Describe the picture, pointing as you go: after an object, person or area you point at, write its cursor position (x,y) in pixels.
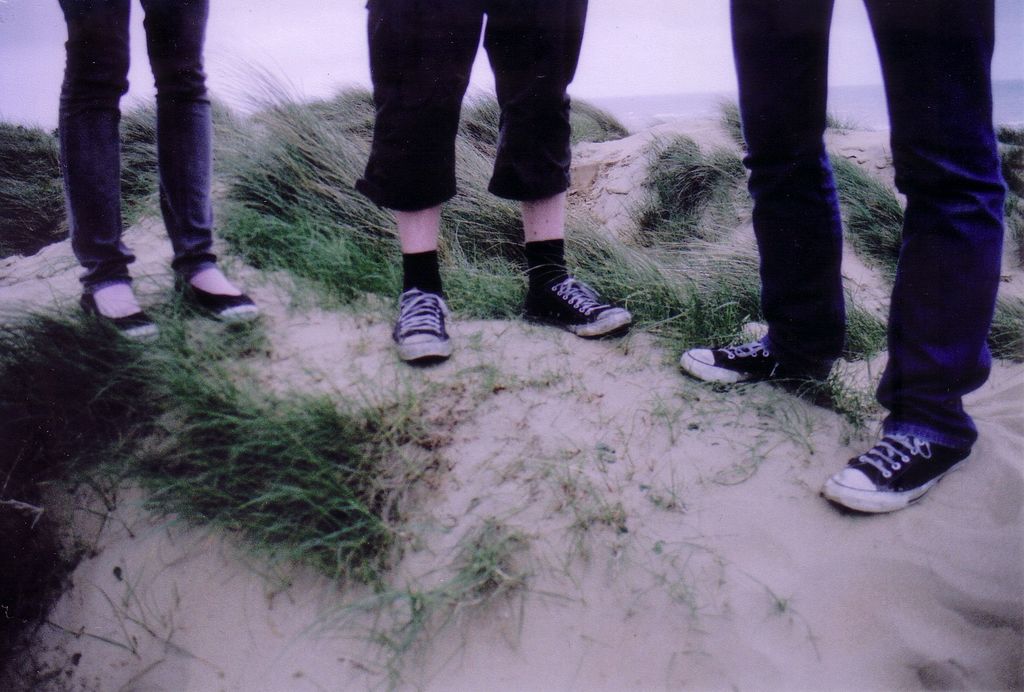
This image is taken outdoors. At the bottom of the image (578,511) there is a ground (331,479) with grass (236,465) on it. At the top of the image (298,26) there is a sky (319,95) with clouds (610,26). In the middle of the image (532,315) three people (113,75) are standing on the ground (723,284).
